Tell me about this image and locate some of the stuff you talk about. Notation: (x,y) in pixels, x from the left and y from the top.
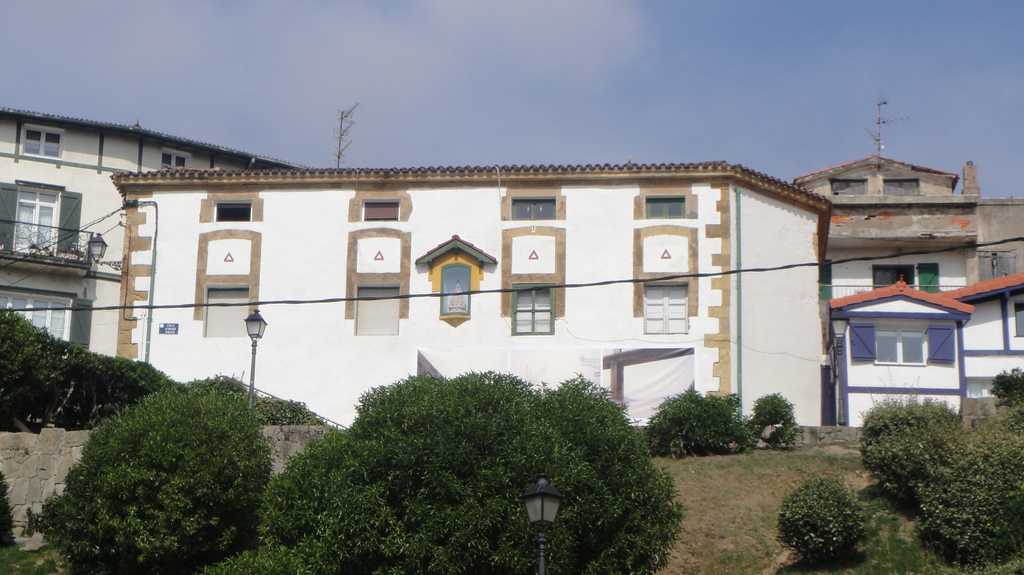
In the picture I can see shrubs (175,462), light poles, wires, stone wall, grass (805,458), buildings (605,293) and the cloudy sky (766,40) in the background (488,32).
